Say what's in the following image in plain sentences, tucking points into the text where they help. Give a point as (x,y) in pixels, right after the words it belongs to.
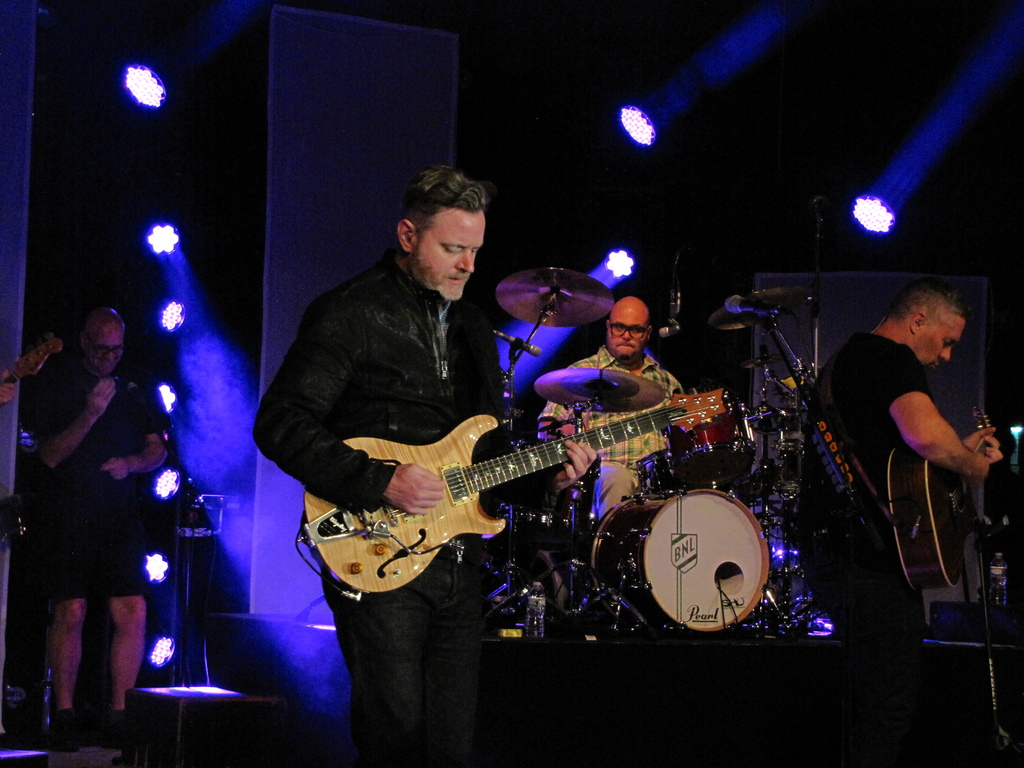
this is a image of inside of room (181,553). and three persons (470,546) playing a music and there are holding a guitar (921,486) and right side (935,445) a person (958,456) stands and there are some lights (172,401) on left side (172,386).
